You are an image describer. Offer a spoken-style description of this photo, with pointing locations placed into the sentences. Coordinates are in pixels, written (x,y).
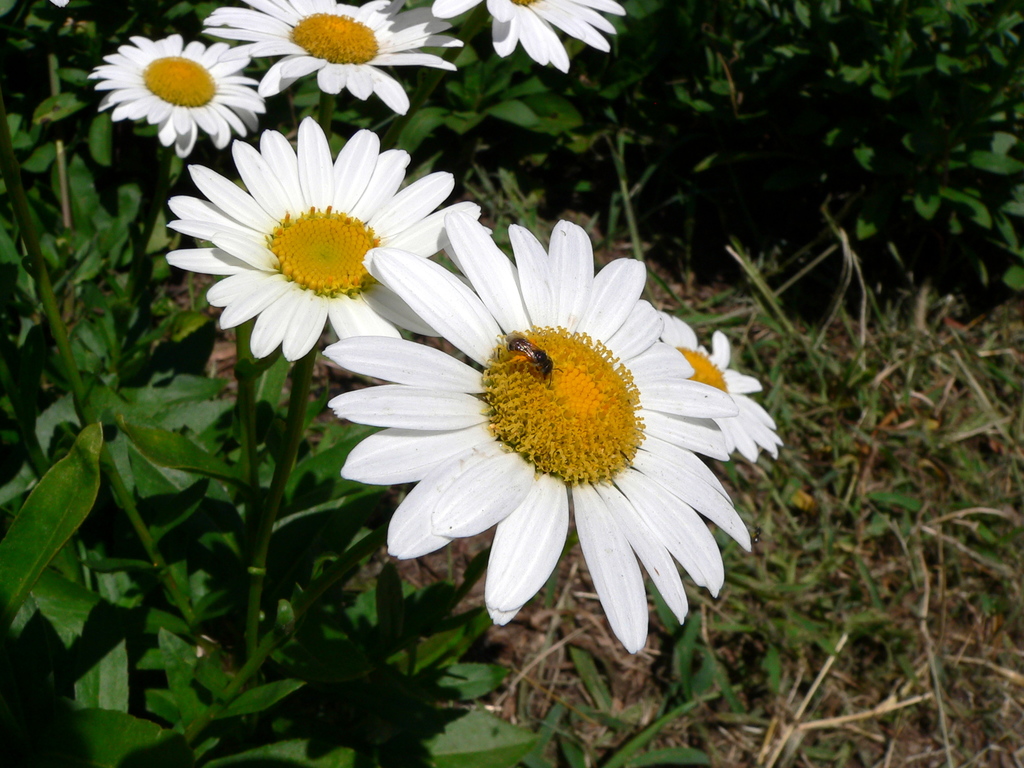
In this image I can see an insect (543,364) on the flower (527,380) which is yellow and white in color. I can see few other flowers (323,232) which are yellow and white in color to the plants (151,297) which are green in color. In the background (501,110) I can see few trees (774,158) and some grass (847,561).
